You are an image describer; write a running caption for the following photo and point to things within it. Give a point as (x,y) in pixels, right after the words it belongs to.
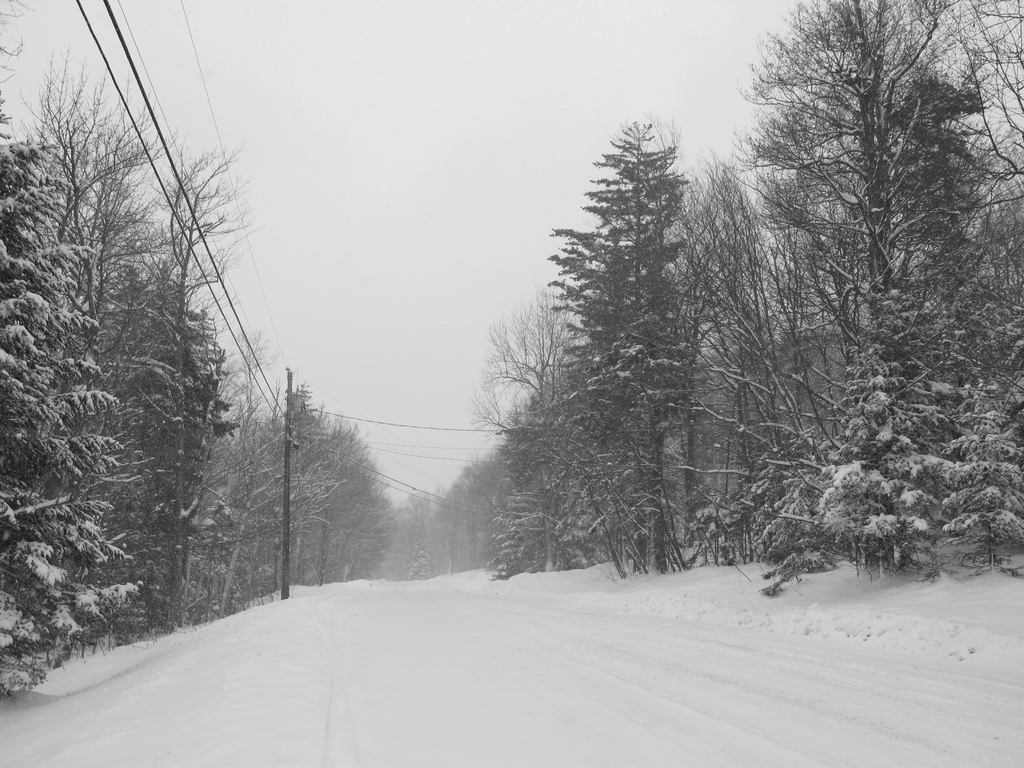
At the bottom of the picture (403,657), we see ice (482,697). On either side of the picture, we see trees (647,459), electric poles (291,404) and wires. In the background (328,504), we see the trees (328,504) which are covered with ice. At the top (525,174), we see the sky (499,176).
